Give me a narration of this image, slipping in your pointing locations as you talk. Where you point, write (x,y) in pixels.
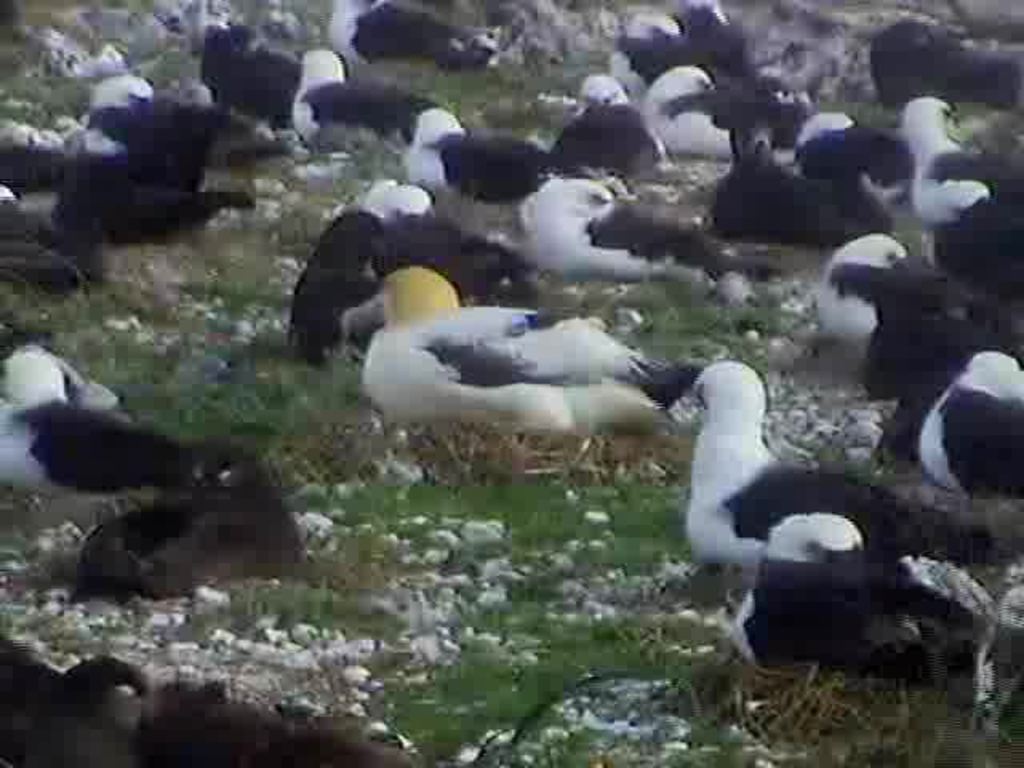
In the center of the image (581,387) we can see a few birds (452,355) on the grass (553,515) and we can see some objects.
